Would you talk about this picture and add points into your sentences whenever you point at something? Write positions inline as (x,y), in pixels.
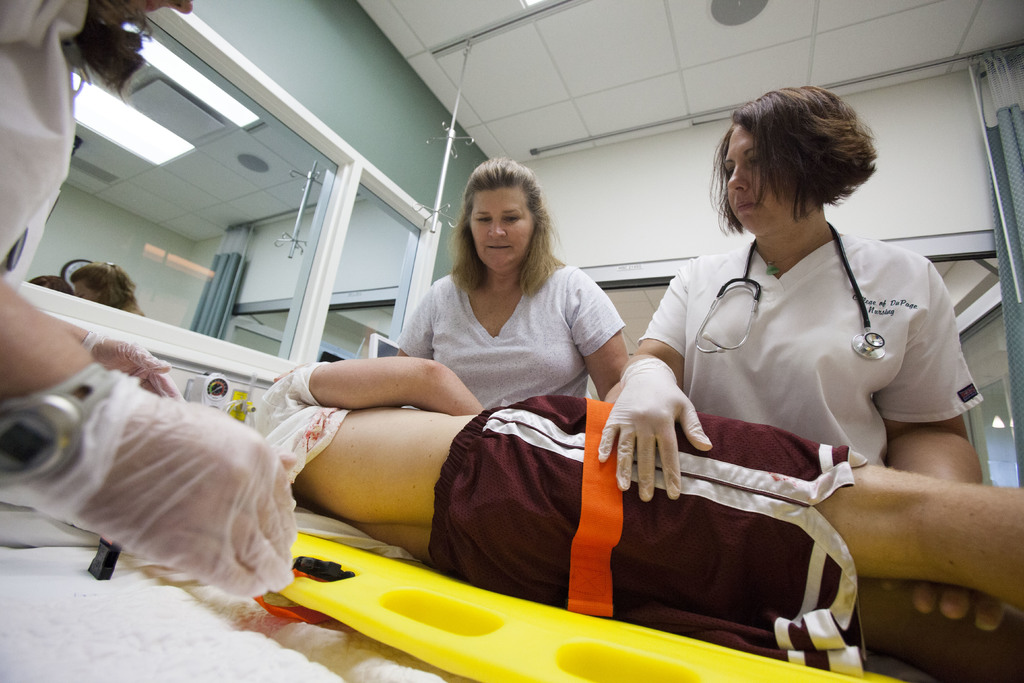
In the image we can see there are people (569,462) wearing clothes (813,298), this is a wristwatch (33,434), gloves (212,466), mirror (259,286), light (157,146), stethoscope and there is a person (707,518) lying.
